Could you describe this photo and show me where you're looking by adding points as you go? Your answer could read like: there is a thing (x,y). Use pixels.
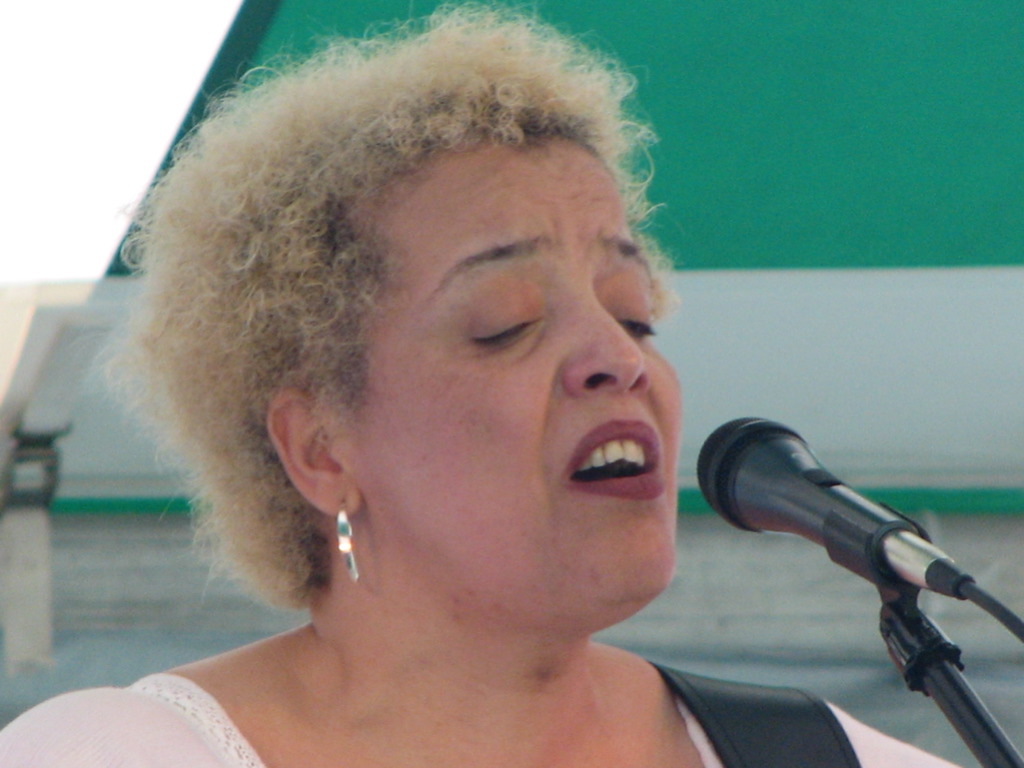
In this image we can see a lady (345,562) wearing earring (340,513). In front of her there is a mic (789,505) with mic stand (962,685). In the back (702,239) there is a wall (818,289).
